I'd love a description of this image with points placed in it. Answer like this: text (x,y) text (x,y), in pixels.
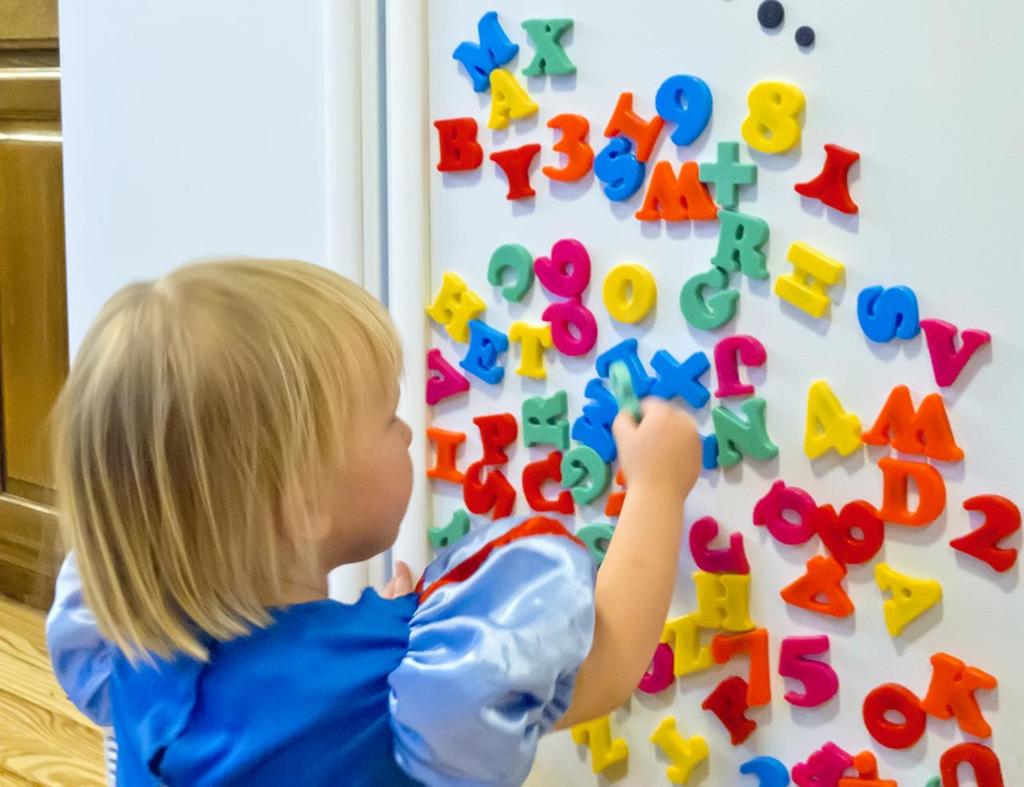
In this image there is a girl (616,427). She is holding an object (629,377). Right side (941,106) there is a wall (948,94) having few letters (898,490) on it.
